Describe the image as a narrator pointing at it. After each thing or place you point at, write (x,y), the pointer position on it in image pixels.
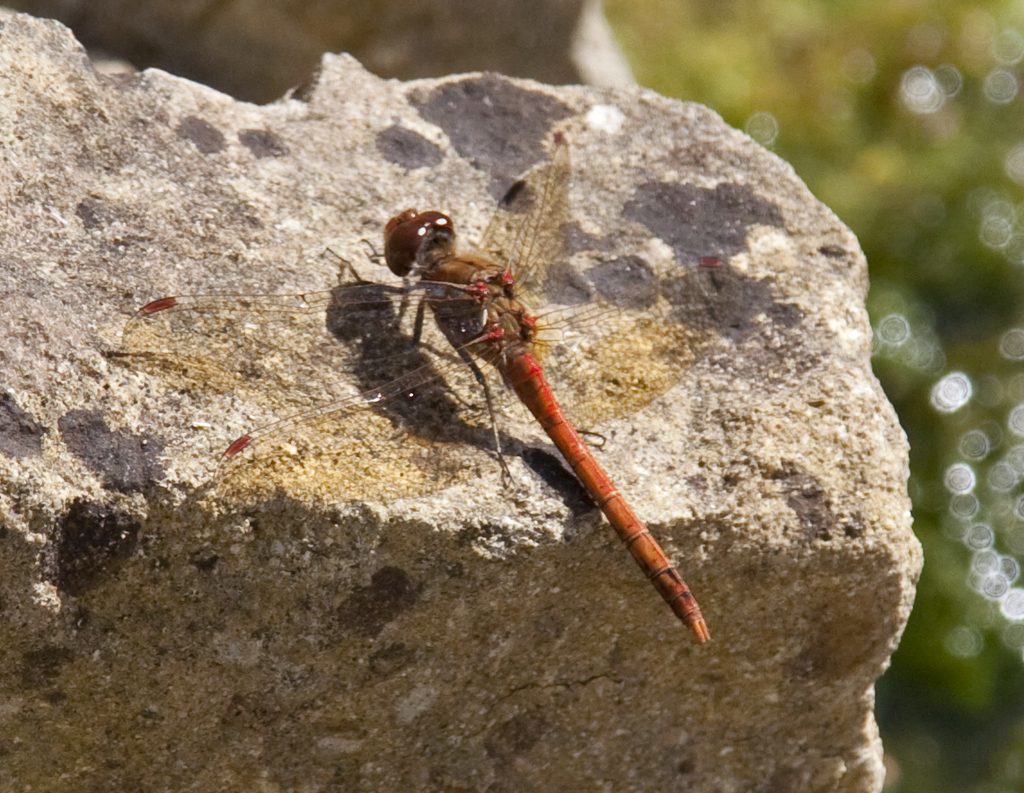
In this image we can see an insect (485,398) on the rock (497,389) and the background (561,26) is blurred.
